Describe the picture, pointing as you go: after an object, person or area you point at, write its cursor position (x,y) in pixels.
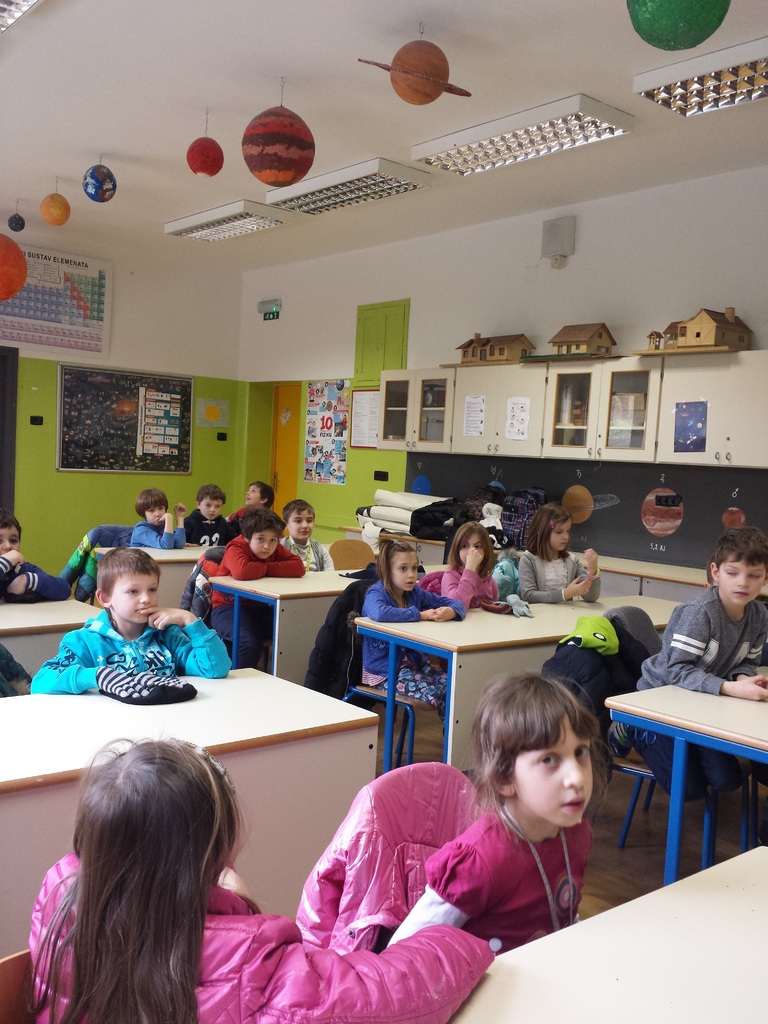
This is a class room (430,688) in which kids (228,795) are sitting on the chair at the table (683,1003). In the background (326,386) we can see cupboards (640,382), posters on the wall (332,485). On the roof top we can see lights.
